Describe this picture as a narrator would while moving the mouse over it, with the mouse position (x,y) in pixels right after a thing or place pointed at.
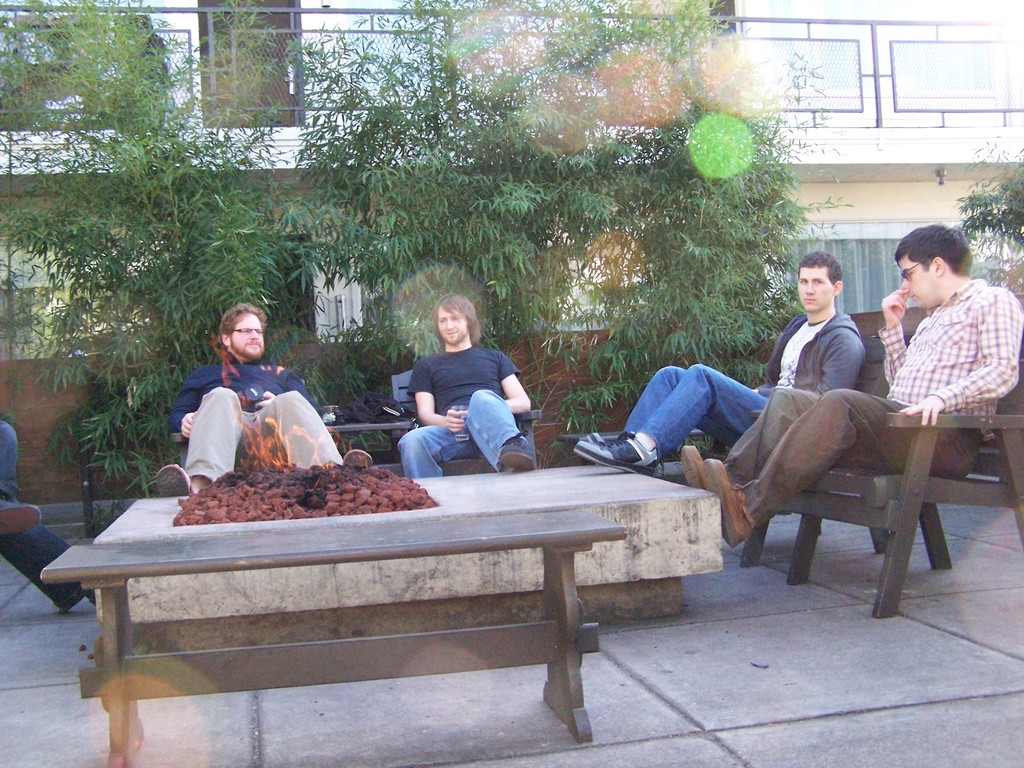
In this picture I can observe four men (419,403) sitting on the chairs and a bench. In the bottom of the picture (485,651) I can observe a table (335,534). In the background (499,278) there are trees (533,136) and a building (292,33).
